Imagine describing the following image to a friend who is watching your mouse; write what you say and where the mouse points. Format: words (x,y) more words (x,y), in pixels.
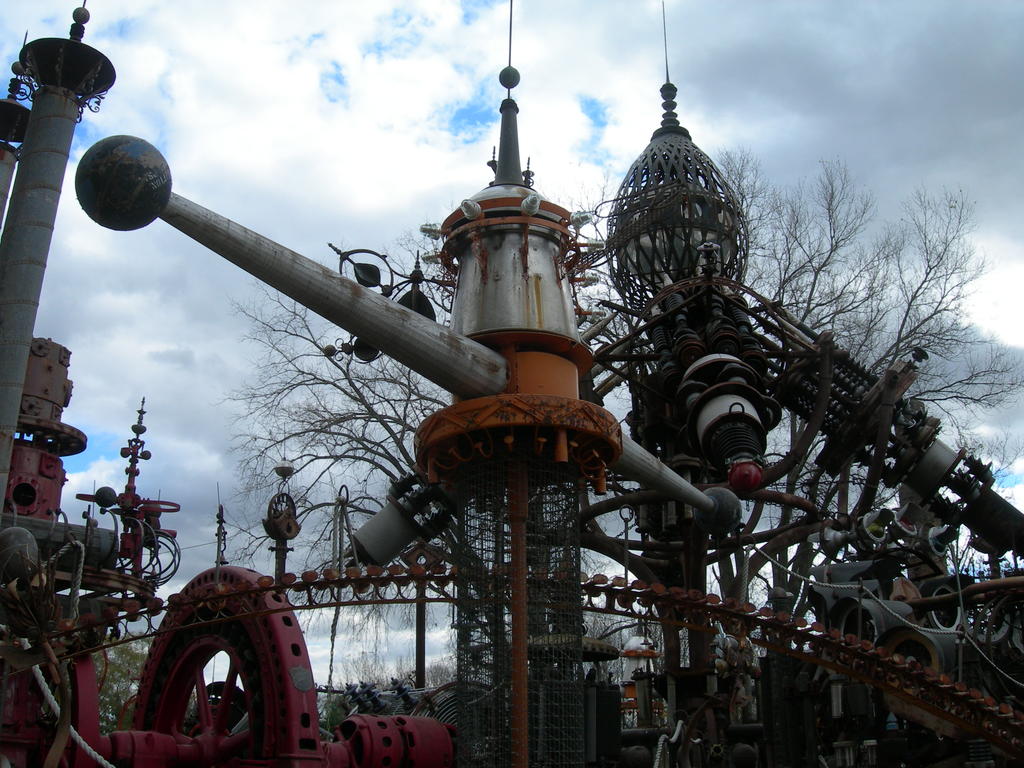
In this image there are metal objects (14,478). Background (1003,462) there are trees (902,316). Top of the image (386,81) there is sky (498,137), having clouds (1022,113).
